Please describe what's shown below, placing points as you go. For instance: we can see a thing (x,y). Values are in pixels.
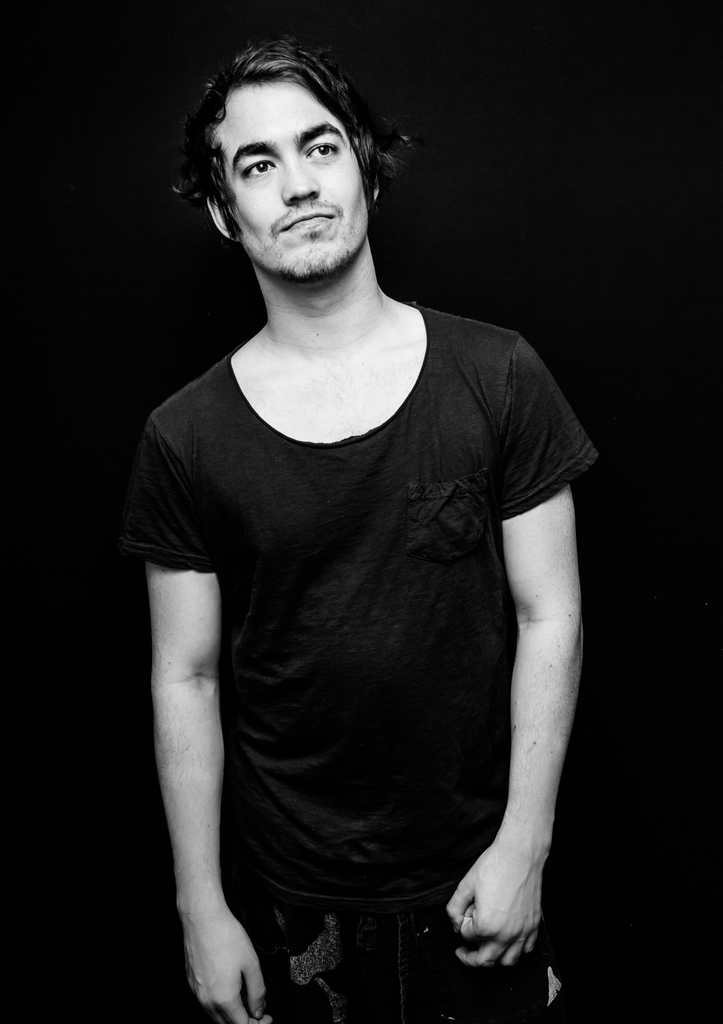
As we can see in the image there is a man (326,527) wearing black color t shirt (298,593).
